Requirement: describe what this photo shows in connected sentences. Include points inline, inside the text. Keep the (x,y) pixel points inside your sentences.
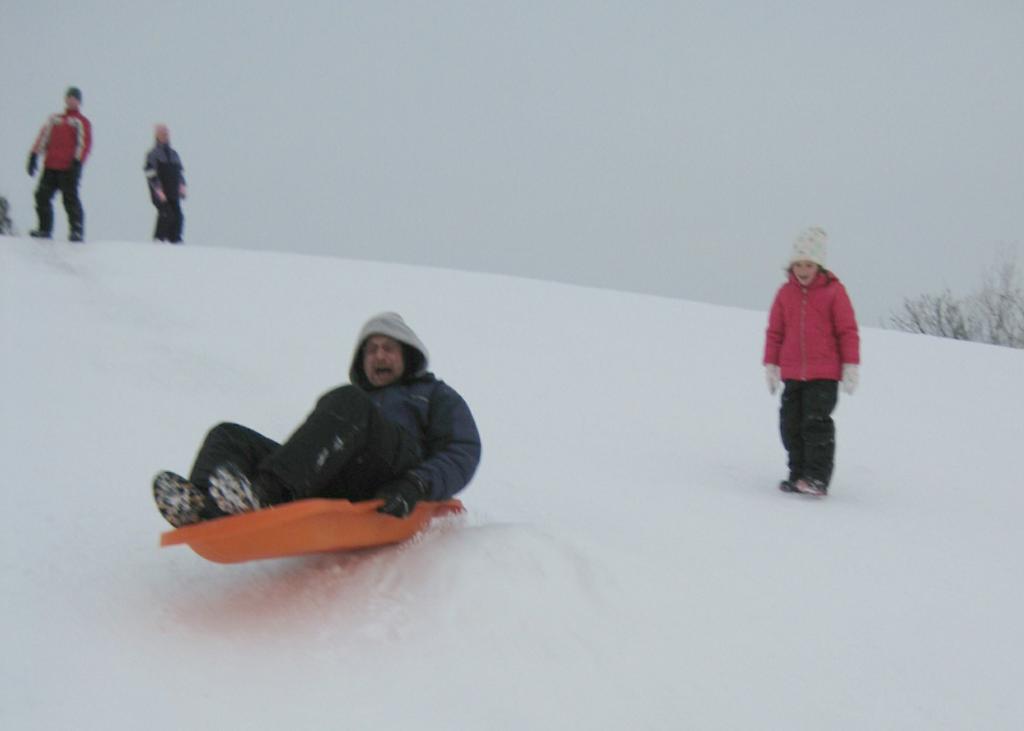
In this picture we can see a person (258,462) on an object (386,538) and three people (173,198) standing on snow (507,344) and in the background (949,294) we can see trees (944,298), fog (953,294).
